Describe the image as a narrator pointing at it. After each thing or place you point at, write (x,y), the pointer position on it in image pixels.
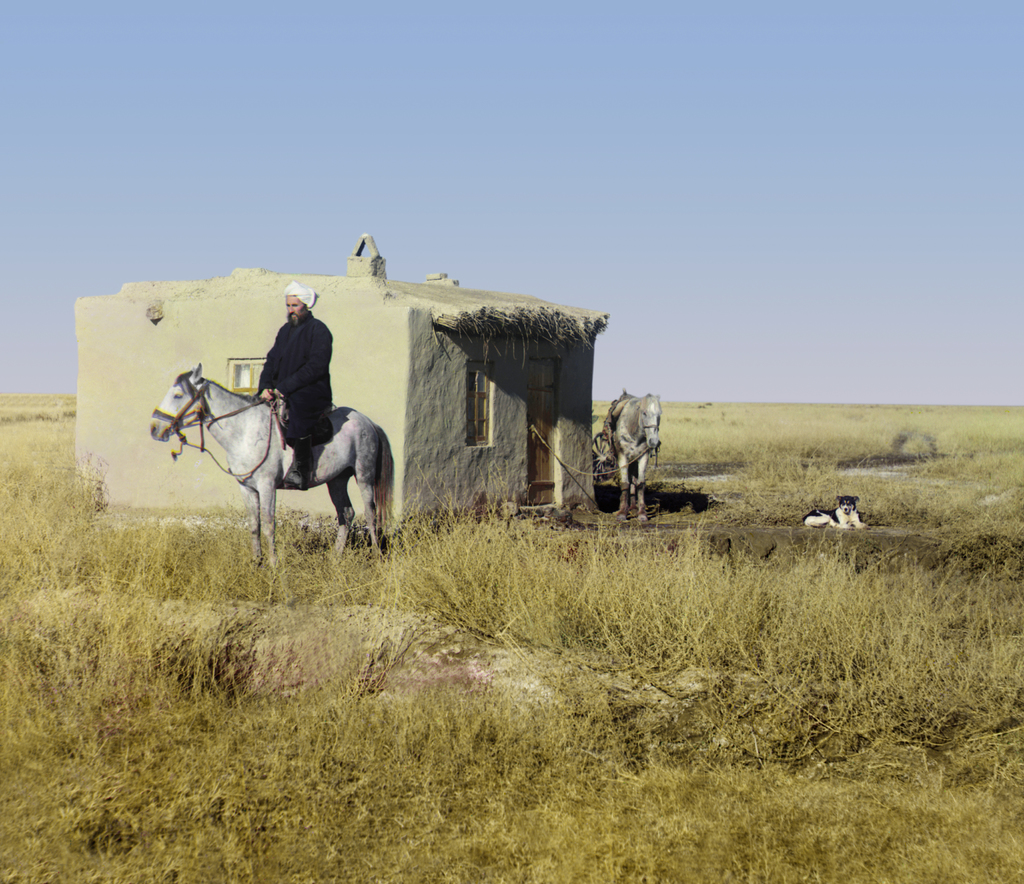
In this picture we can see a house (539,505) with windows (257,368), two horses (318,462), dog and a man (302,456) sitting on a horse (234,399) and in the background (479,207) we can see the sky (338,229).
